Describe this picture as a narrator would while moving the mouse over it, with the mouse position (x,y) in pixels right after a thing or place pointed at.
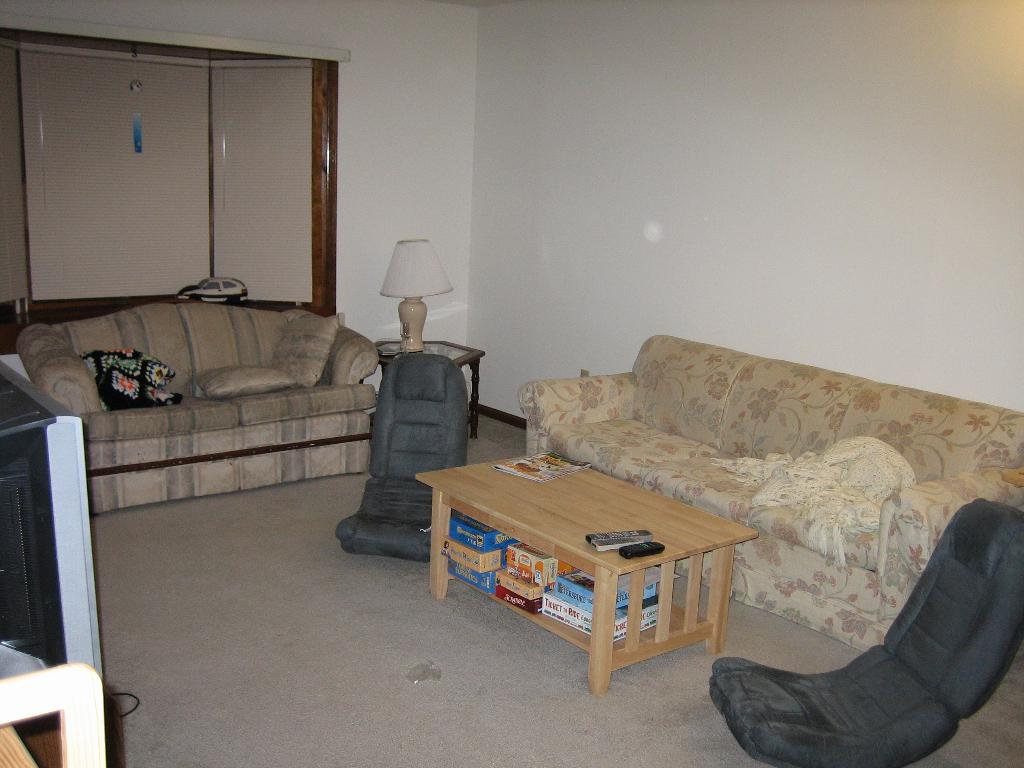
In the given picture there is sofas (225,350) in the room (726,453). In front of the sofas (635,477) there is a table (549,512) on which some paper (540,466) and remotes (615,543) were placed. In the background (638,185) there is a wall (581,222) and a lamp (410,269) on the table (477,361). There is a television (35,524) here.
